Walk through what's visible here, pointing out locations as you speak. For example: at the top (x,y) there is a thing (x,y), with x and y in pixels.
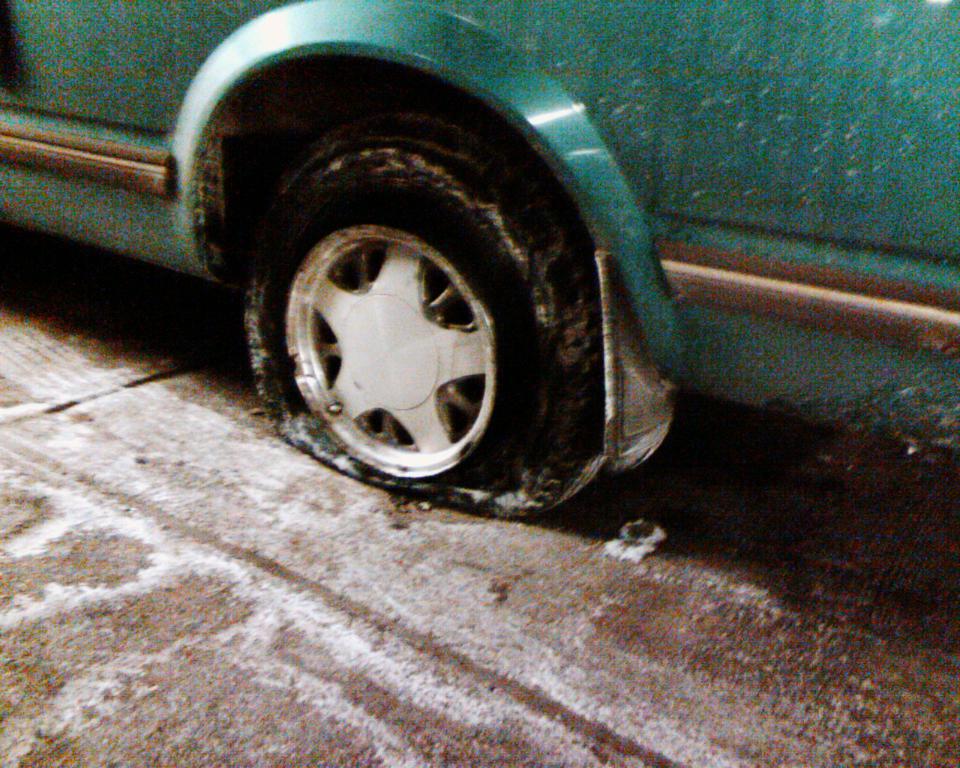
In this picture, we see a vehicle (170,69) in green color. We see the punctured tyre (506,437). At the bottom (483,541), we see the road (588,595).
